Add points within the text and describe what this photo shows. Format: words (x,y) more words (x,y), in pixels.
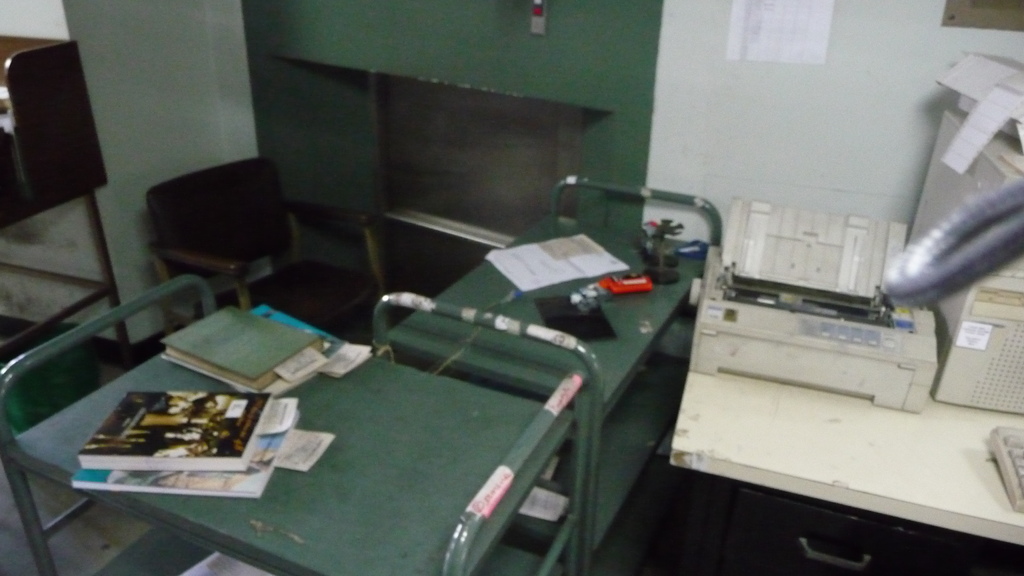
In the center of the image (369,379) there is a table (148,498) on which there are books (325,350). In the background of the image (706,113) there is a wall (549,11). There is a chair (159,257). To the right side of the image (757,384) there is a table (986,481) on which there are machines (860,280).
